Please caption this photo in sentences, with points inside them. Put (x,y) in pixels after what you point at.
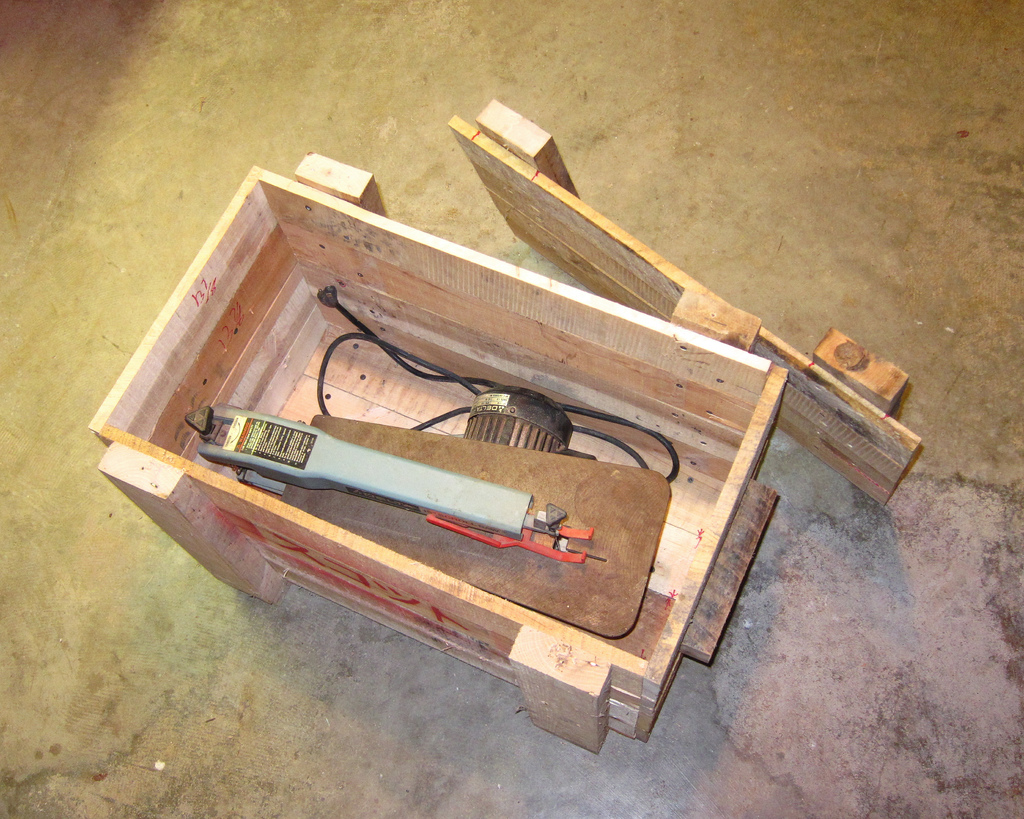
In this wooden box (180,469) we can see cutting machine (387,501). This wooden boxes (627,373) kept on the floor (773,587).
